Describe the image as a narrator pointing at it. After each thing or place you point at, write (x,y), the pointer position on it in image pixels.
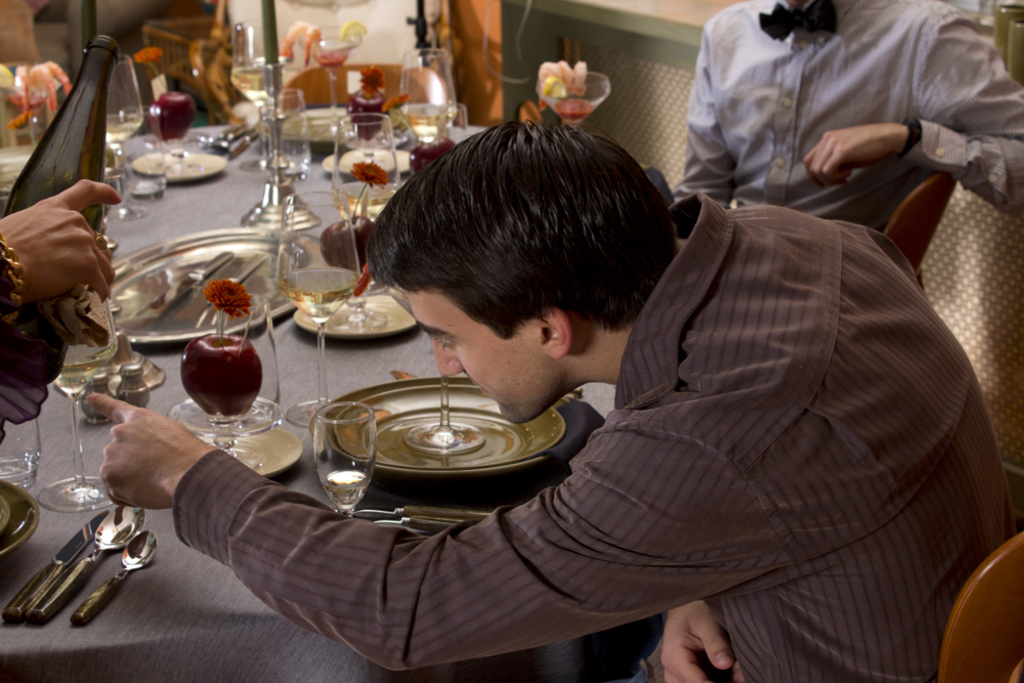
in this image there is a room (279,206) inside the room (329,362) the so many things (192,346) are present on the table (185,204) some glasses (334,225), plates (311,139), steel plates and a knife (184,283), fruit apple (245,366), spoons (152,546) and some wine glasses (293,296) and so many things (125,105) are present on the table (351,166) and the two person (631,483) sitting on the chair (920,223) he shows something to another person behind the person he is also sitting on the chair (937,210) and the background (549,16) is wall (674,74).
